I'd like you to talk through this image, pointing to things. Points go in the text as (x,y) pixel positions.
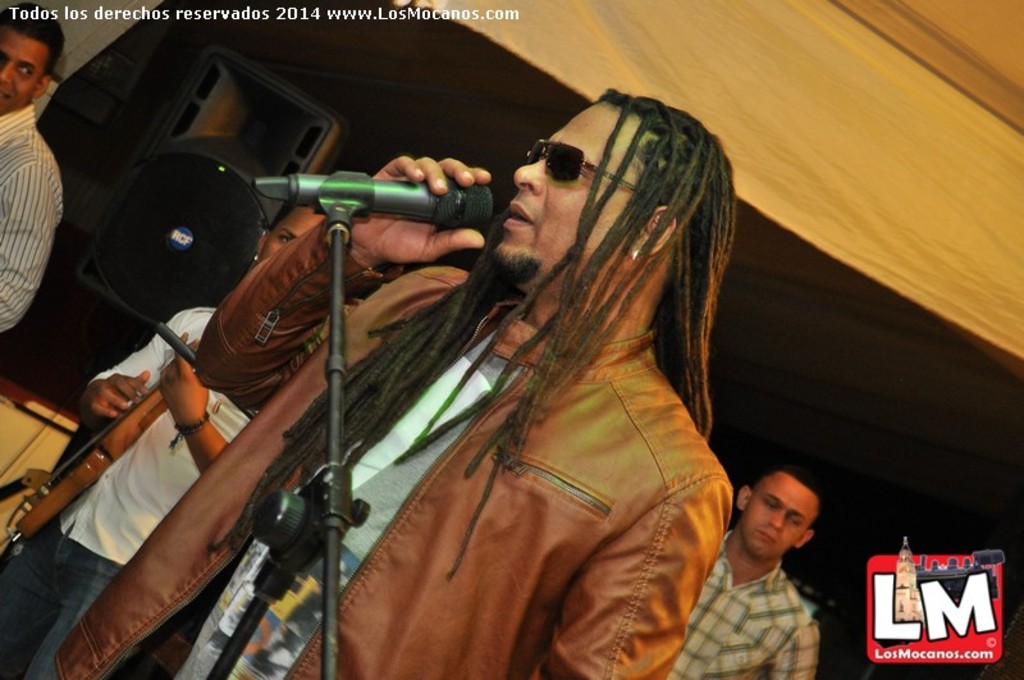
Here we can see a man (538,326) standing in the center (617,452). He is wearing a coat (557,549) and he is speaking on a microphone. In the background (722,662) we can observe three persons (694,639) and a speaker (178,150) which is on the top left (194,172).
